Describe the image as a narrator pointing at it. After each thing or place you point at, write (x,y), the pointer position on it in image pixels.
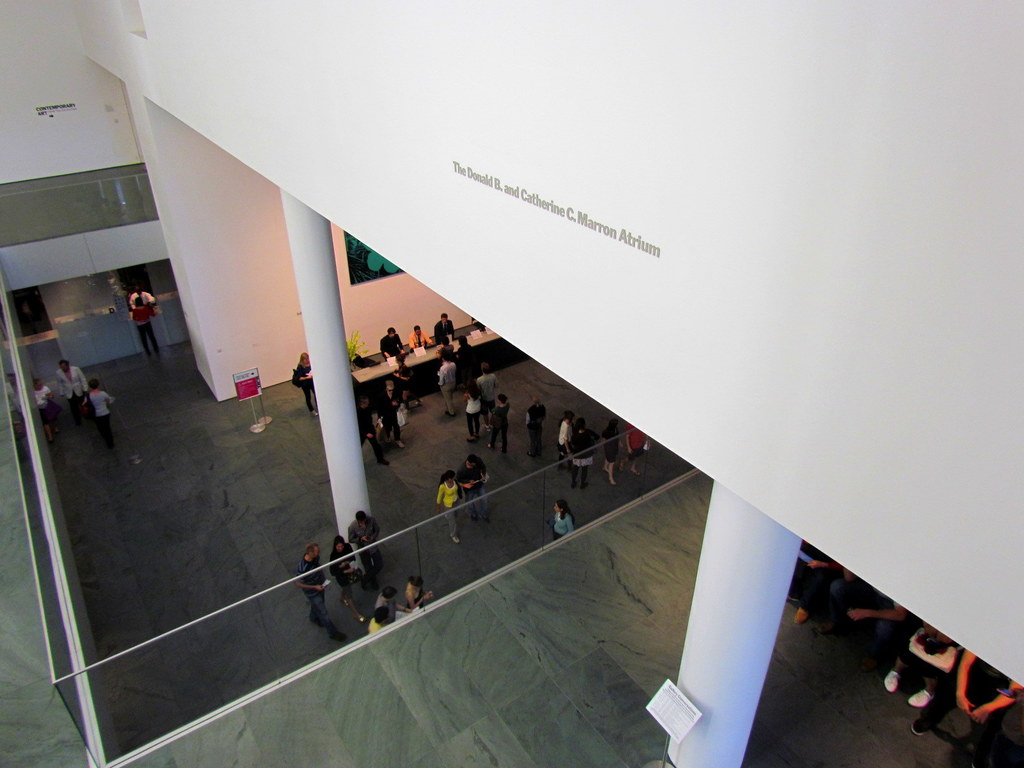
In this picture I can see there are a group people (362,545) walking here and there a group of people (424,339) sitting here and there is a pillar (321,373) and there is some name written on the wall (816,545) and there is a door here at left side (87,313) corner.
